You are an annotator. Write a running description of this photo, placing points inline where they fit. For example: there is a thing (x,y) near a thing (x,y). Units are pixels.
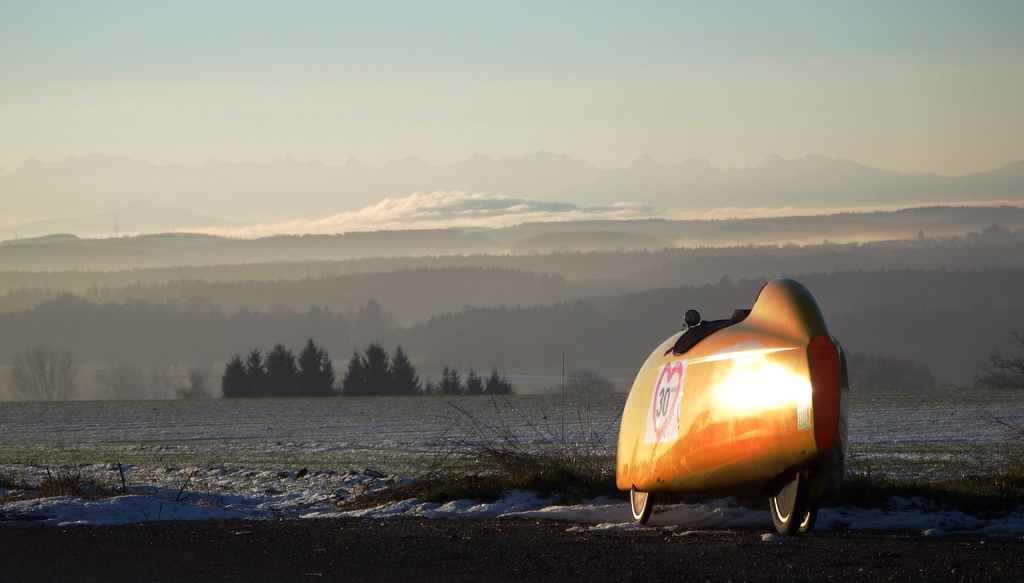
In this image we can see a vehicle (739,446). In the background (432,367) there are trees (478,313), hills (444,232) and sky (921,77). There is grass (578,453).
